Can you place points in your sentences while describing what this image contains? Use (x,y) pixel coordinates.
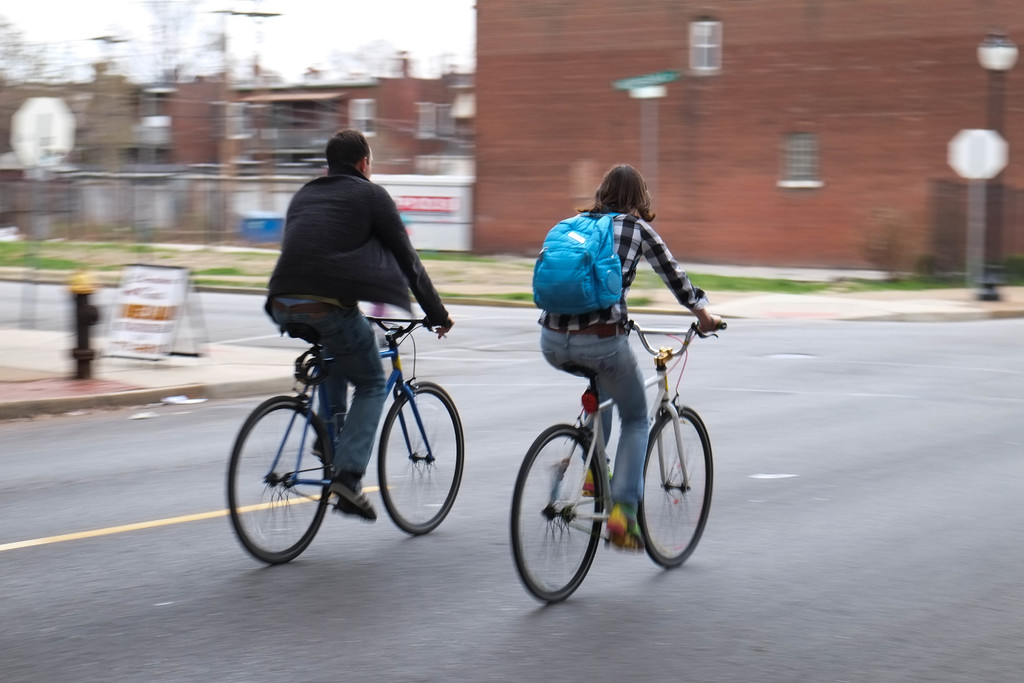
In this picture we can see man (385,236) and woman (654,258) where this woman (601,367) is carrying bag (578,285) and they are riding bicycles (519,472) on road (732,361) and aside to this road (455,311) we have grass (218,268), foot path (146,376) banner (125,332) on it and in background (305,88) we can see building (678,53) with windows (694,42), pole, sky (276,51), trees (199,58) and it is blurry.
